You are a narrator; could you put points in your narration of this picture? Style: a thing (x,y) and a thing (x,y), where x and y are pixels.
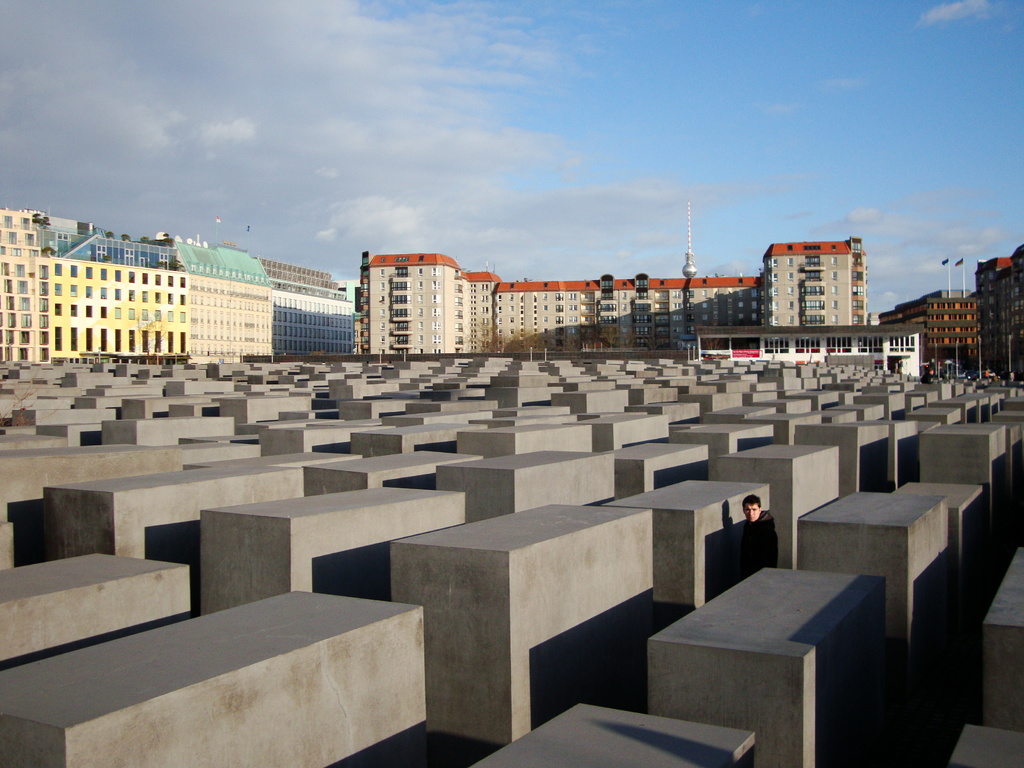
In the picture I can see buildings (568,336), flags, poles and some other objects (434,549). In front of the image I can see a person (759,565) is standing between some objects (603,606). In the background (541,145) I can see the sky (453,155).
